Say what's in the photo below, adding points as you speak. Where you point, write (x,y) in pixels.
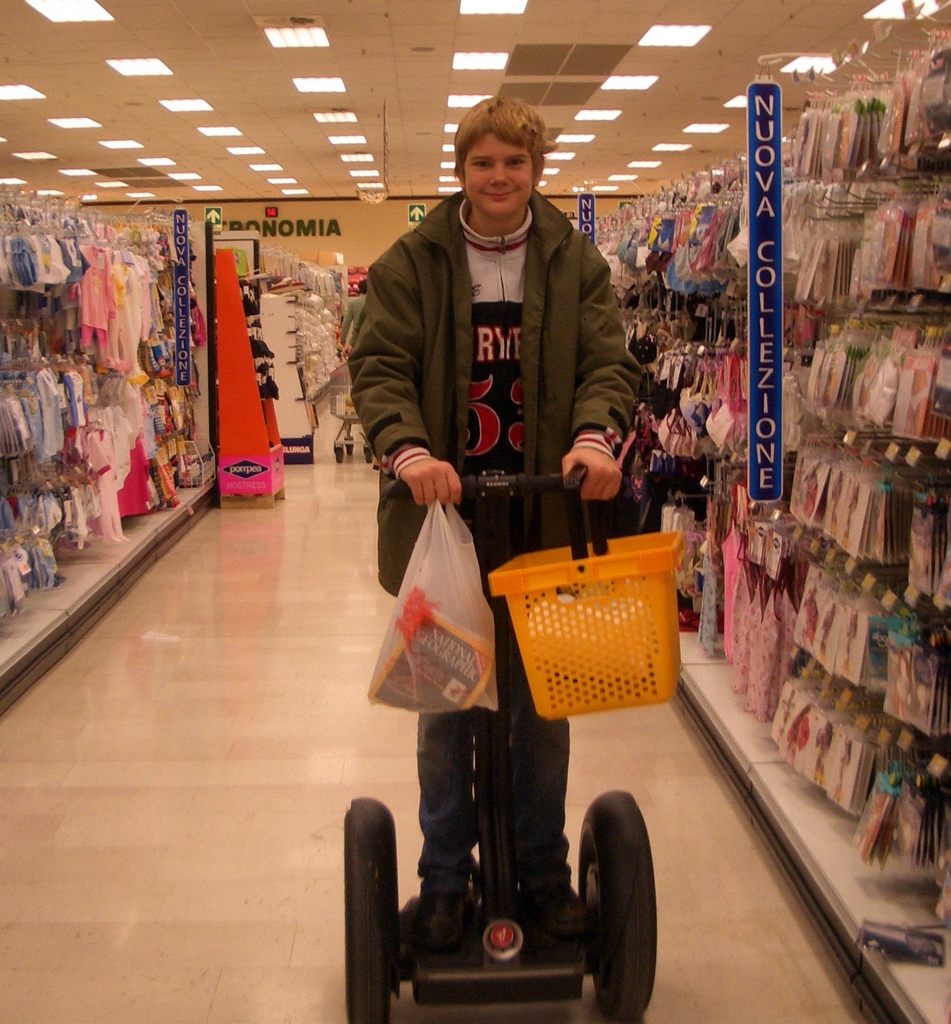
In the center of the image (501,402) we can see a person (529,541) standing and holding baskets (535,577). On the right (792,369) and left side of the image (202,482) we can see objects (143,368) arranged in shelves (30,308). In the background (369,258) we can see wall (311,246) and text (272,230). At the top of the image (624,79) there are lights (58,126).
